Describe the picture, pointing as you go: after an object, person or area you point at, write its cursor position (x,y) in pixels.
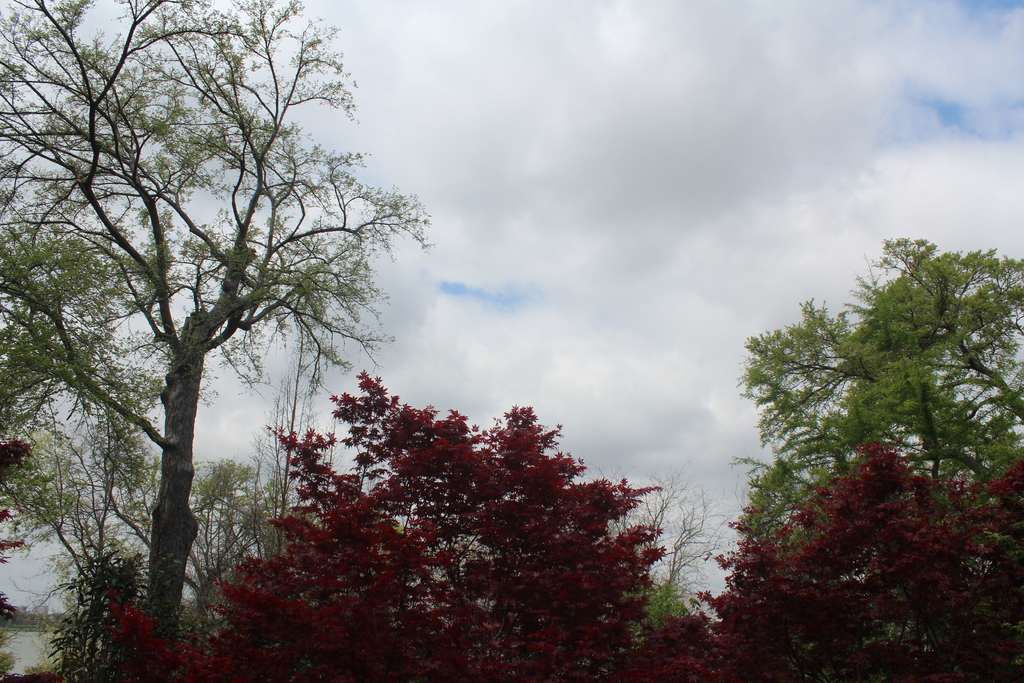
In this picture there are trees (457,439) in the foreground (821,420). On the left side of the image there is a building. At the top (725,0) there is sky (487,295) and there are clouds (506,100).
